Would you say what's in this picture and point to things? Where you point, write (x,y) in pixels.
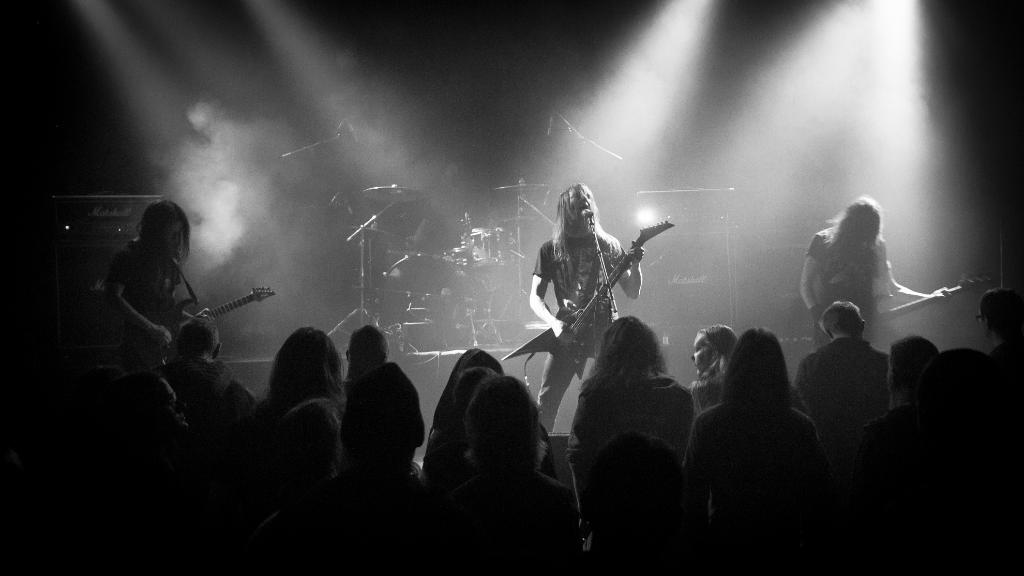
To the bottom of the image (672,397) there are few people (708,400) standing. In front of them there is a stage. On the stage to the left side of the image (152,239) there is a man (148,288) with guitar (183,315). In the middle of the stage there is a man (574,281) playing guitar (588,308) and in front of him there is a mic (588,219). And to the right side of the image (870,254) on the stage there is a man (881,268) playing the guitar (887,305). And in the background (361,245) there are drums (441,262).
